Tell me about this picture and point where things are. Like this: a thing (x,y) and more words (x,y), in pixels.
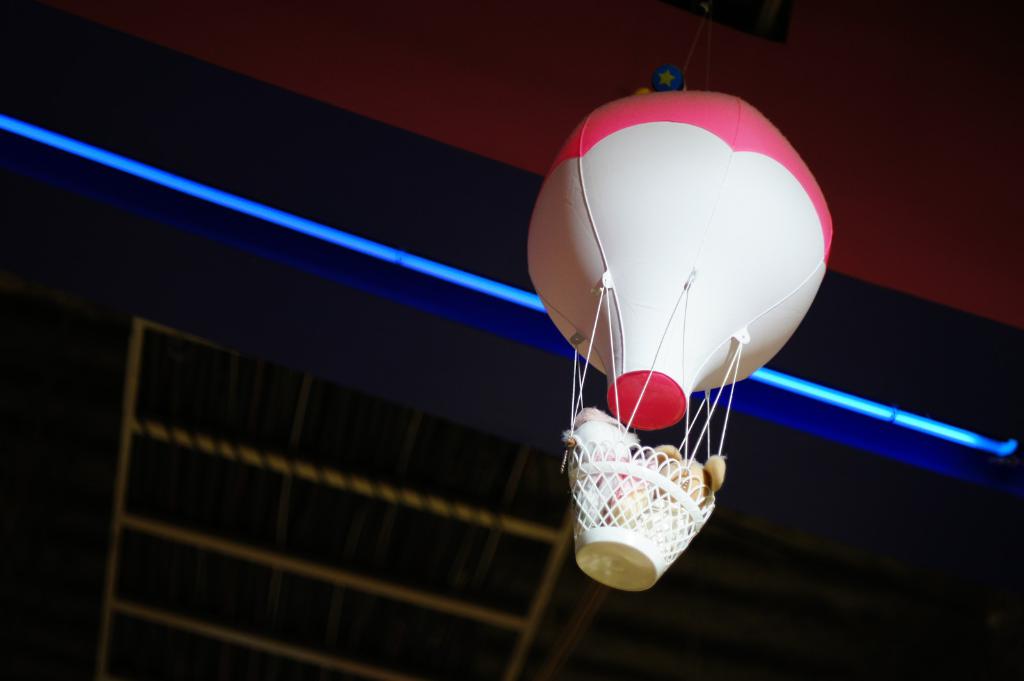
In this picture we can see a basket (639,463) with a hot air balloon (652,281) and in the basket (597,464) there are toys (609,443). Behind the hot air balloon (607,307), at the top (292,220) there is a light (409,262).
